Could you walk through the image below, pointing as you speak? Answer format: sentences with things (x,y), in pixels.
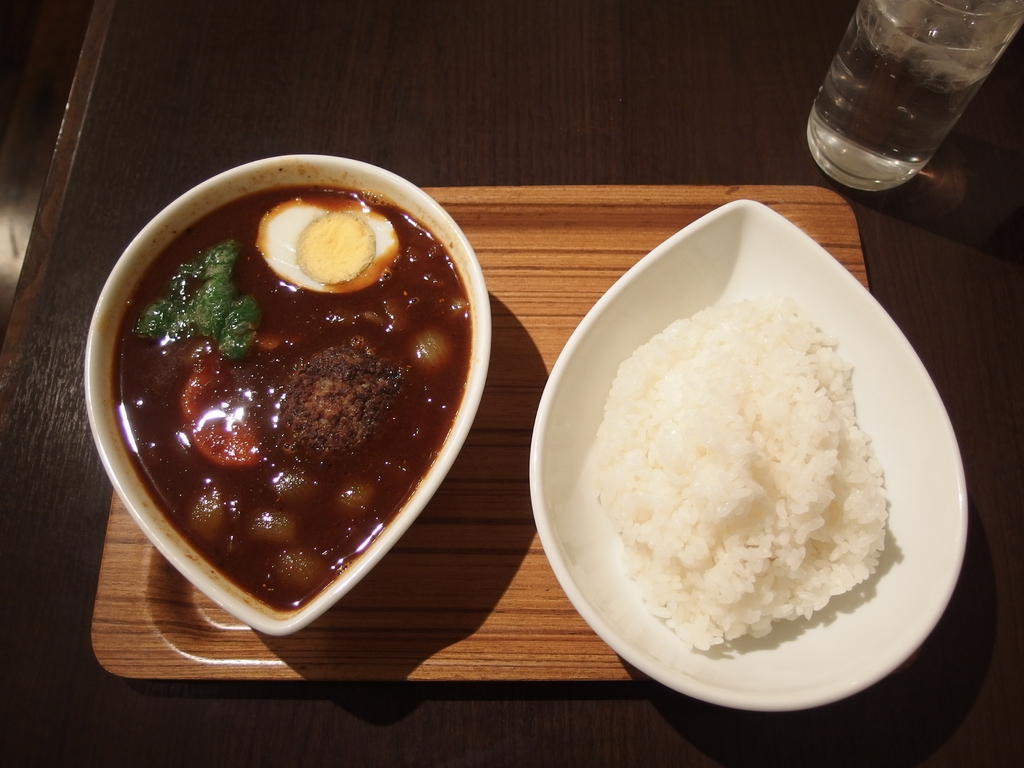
In this picture I can see food items (450,380) in the bowls (599,427). I can see the glass (843,92). I can see the plate (520,387). I can see the table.
